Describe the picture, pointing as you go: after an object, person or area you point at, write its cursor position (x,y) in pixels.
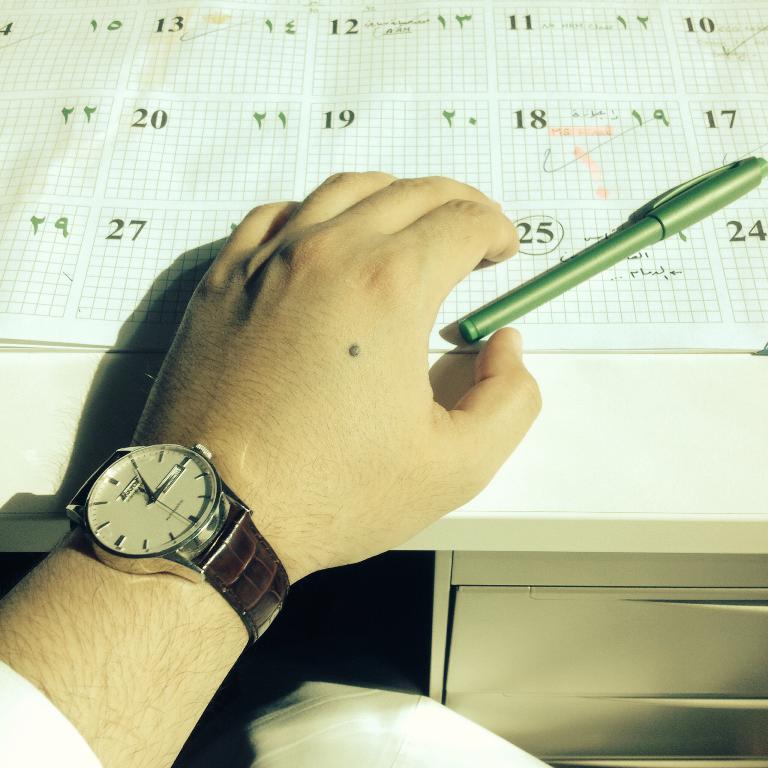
In this image there is a table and we can see a pen (585,276) and a book (491,140) placed on the table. At the bottom (89,744) we can see a person's hand (187,616) wearing a wrist watch (196,559) placed on the table (517,485).
